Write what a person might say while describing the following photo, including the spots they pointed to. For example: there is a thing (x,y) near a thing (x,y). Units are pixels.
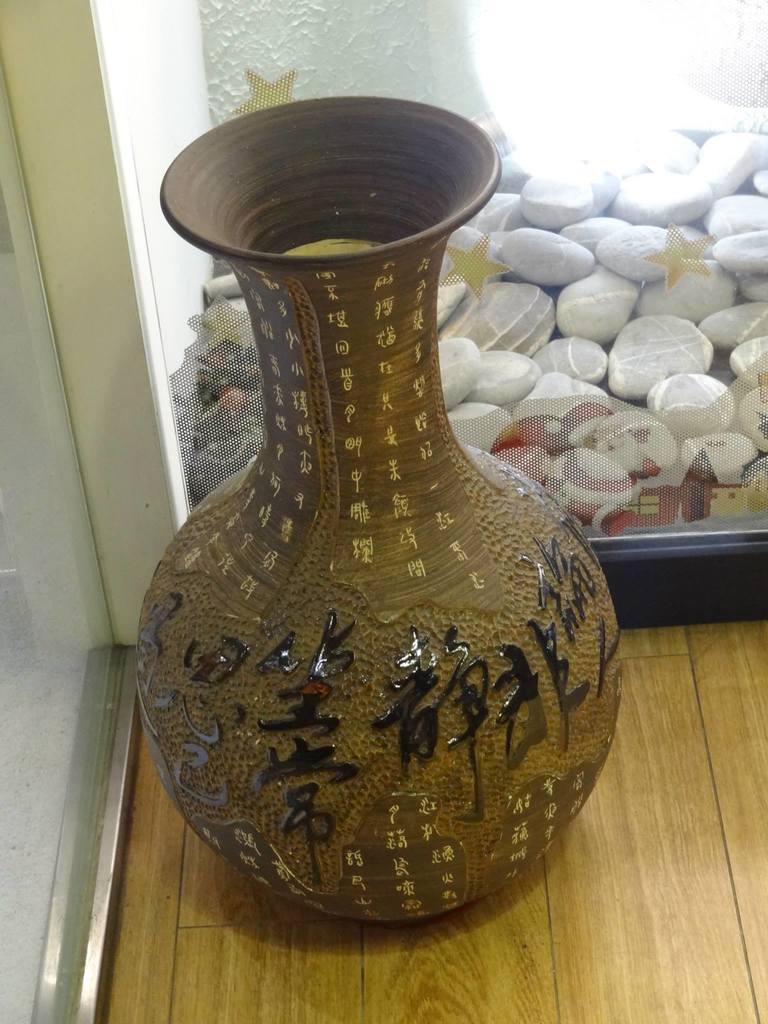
In this image in the foreground (418,159) there is a flower vase (346,388) might be kept on wooden floor (578,931), beside the flower vase (290,288) there is a glass window (582,85), through window (640,234) I can see some stones (641,270).
